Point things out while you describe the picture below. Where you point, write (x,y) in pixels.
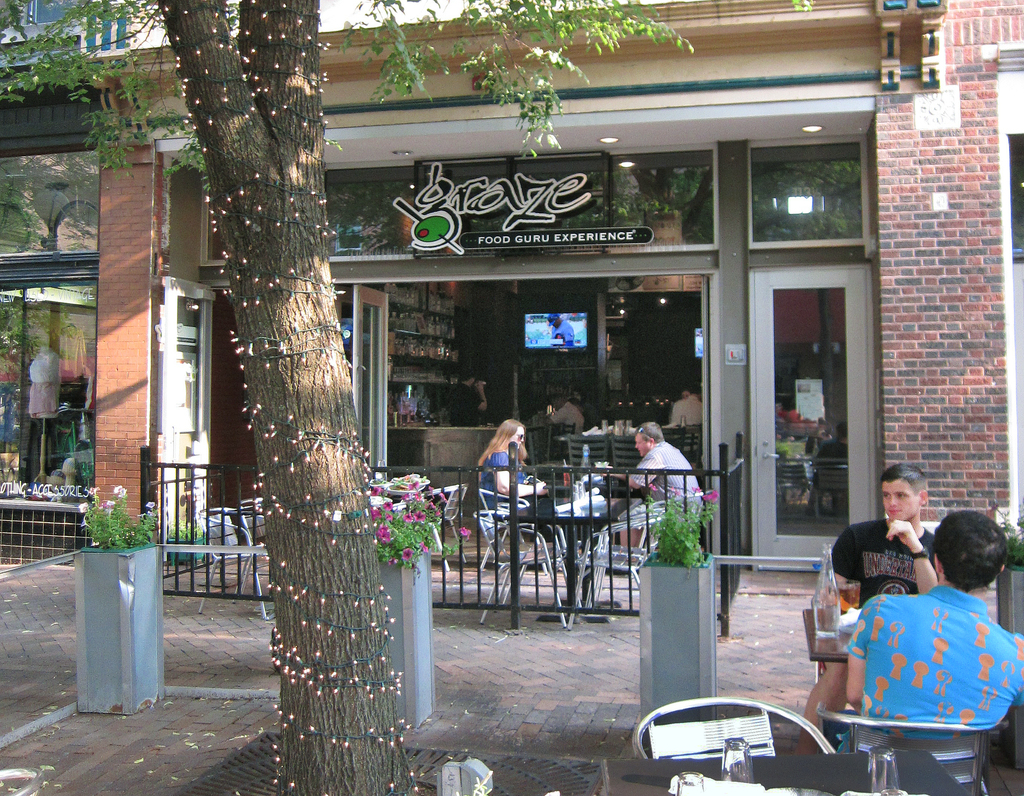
These persons (949,558) are sitting on the chairs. We can see bottles (829,555), glass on the table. On the background (744,274) we can see wall (963,385), glass door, chairs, television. We can see tree (335,417).
